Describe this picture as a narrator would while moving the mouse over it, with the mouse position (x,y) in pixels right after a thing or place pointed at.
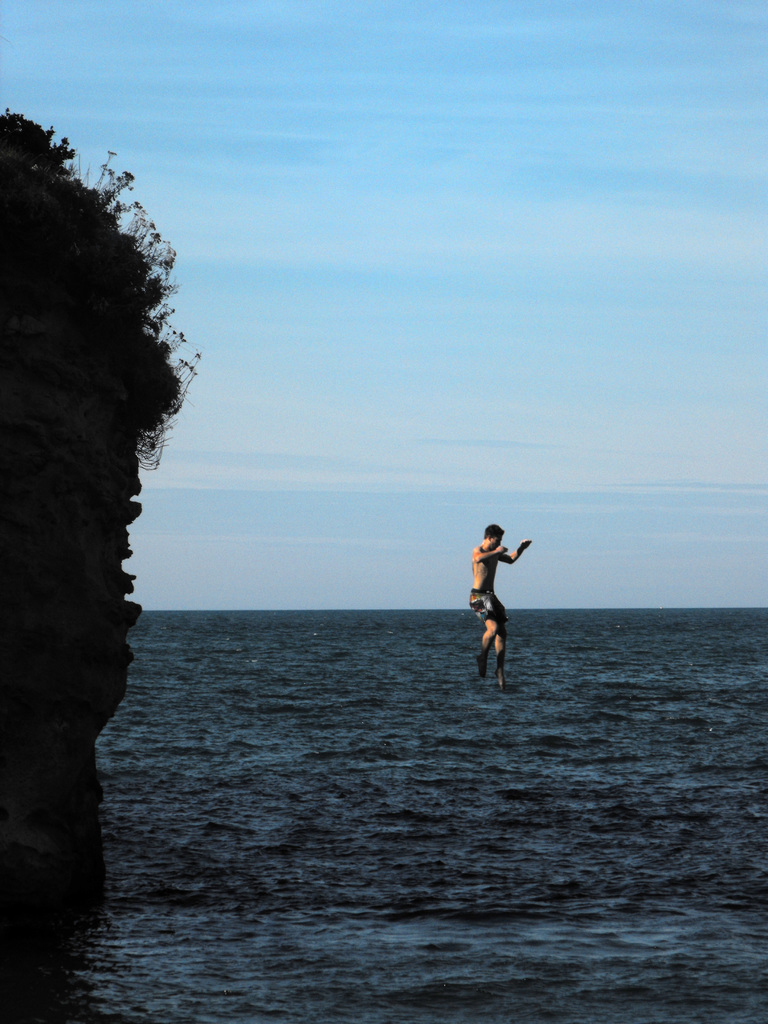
In this image, we can see a man (488,631) in the air. Here we can see the sea (388,774). Background (731,181) there is a sky (407,340). Here we can see few plants (104,322).
